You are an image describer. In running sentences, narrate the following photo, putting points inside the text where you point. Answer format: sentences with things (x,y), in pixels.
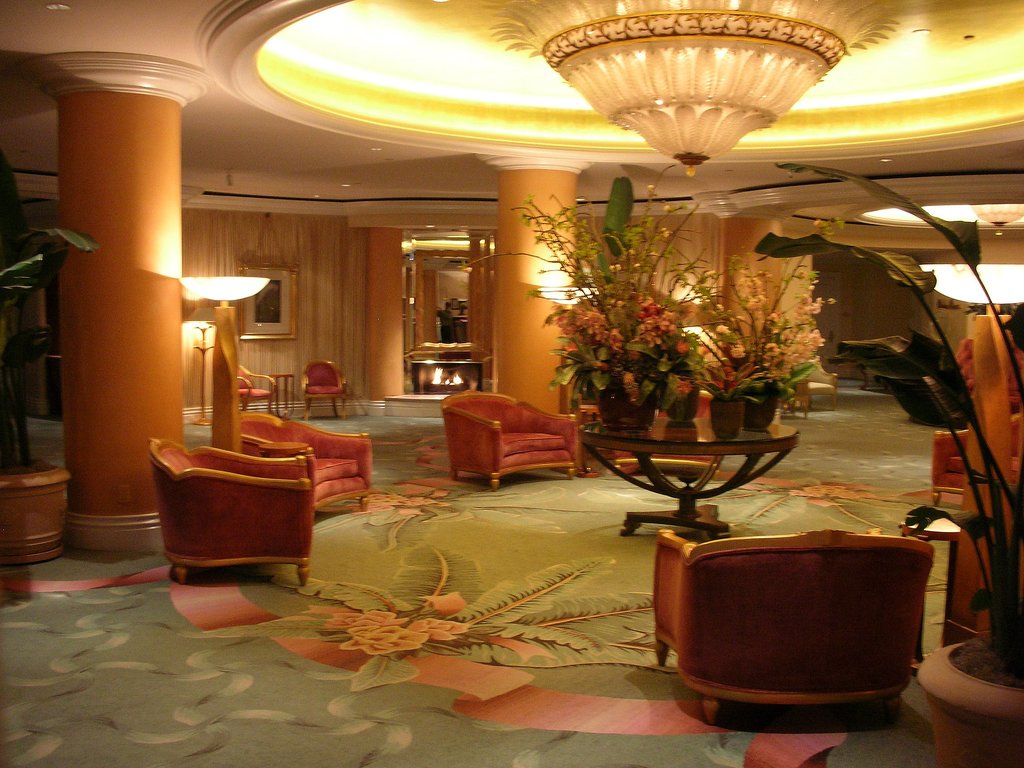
This is a picture taken in a hotel (494,710), this is looking like a hall (456,548) on the hall (433,512) there a red color chairs (726,567). On middle of the hall (637,495) there is a table (714,445) on the table (700,432) there are flower pots (687,390). On top of the flower pot (651,344) there is a chandelier (686,146). Background of the chair (513,430) there are pillar (157,323) and a wall (324,319) with photos (279,319).
